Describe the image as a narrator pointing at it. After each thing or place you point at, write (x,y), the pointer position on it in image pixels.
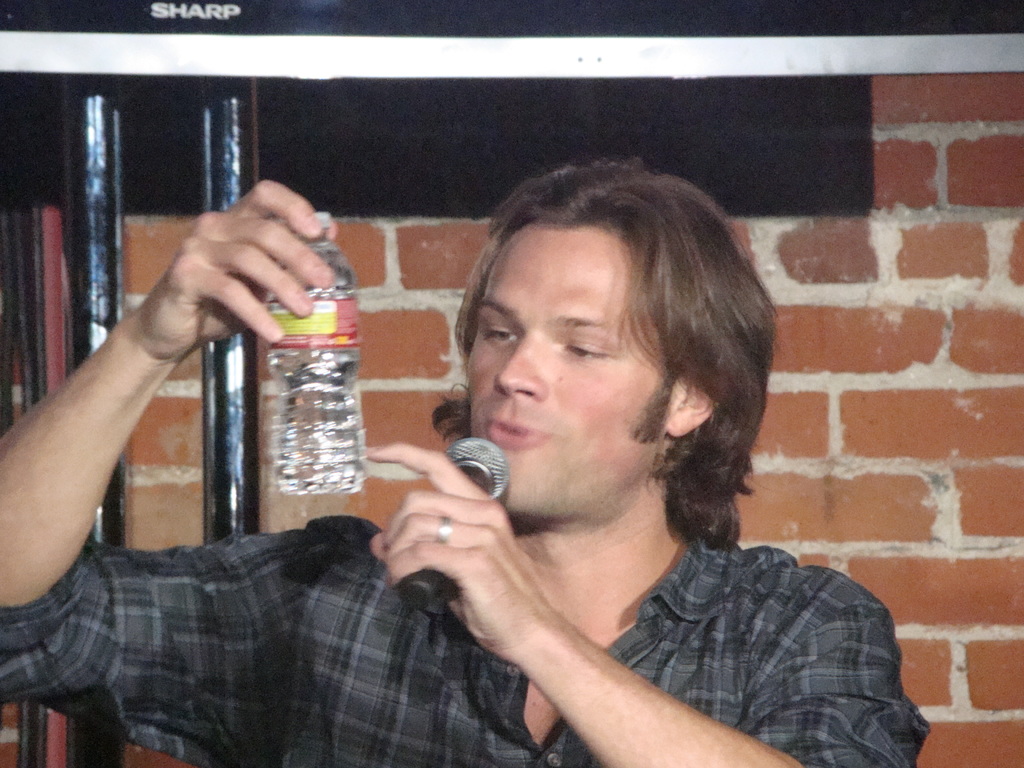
There is a man (333,638) who is holding a mike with one hand (511,652) and bottle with another hand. And this is wall (955,376).
